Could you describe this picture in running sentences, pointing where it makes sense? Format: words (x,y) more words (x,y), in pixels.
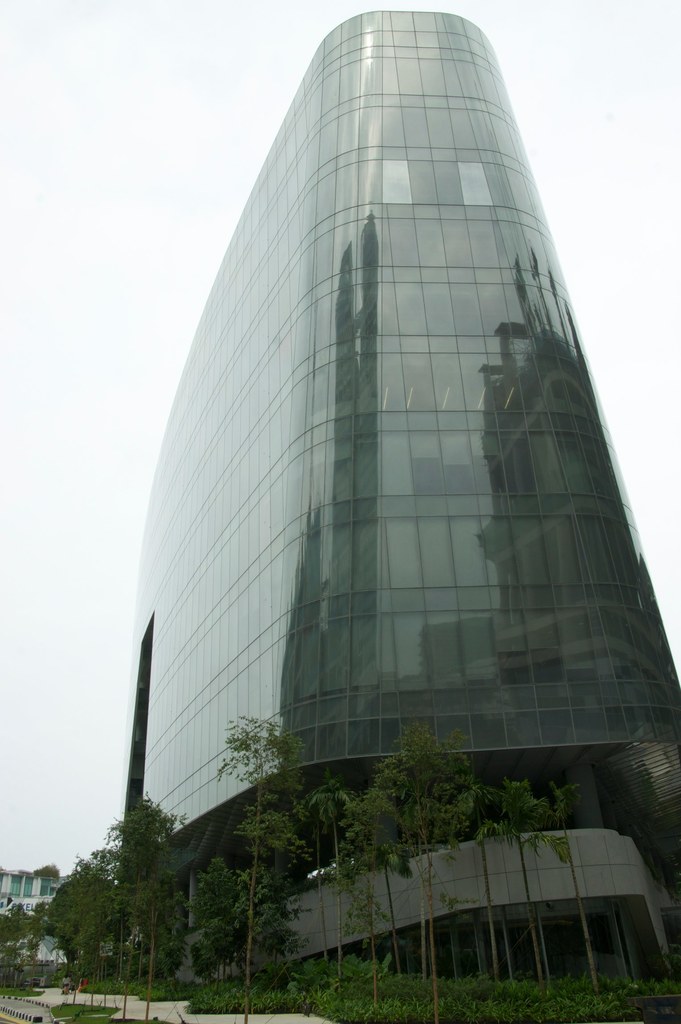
In this image there is the sky (104,296) towards the top of the image (115,289), there is a building (361,434) towards the right of the image (517,730), there is a building (29,888) towards the left of the image (44,882), there are plants (206,910) towards the bottom of the image (456,1002).
